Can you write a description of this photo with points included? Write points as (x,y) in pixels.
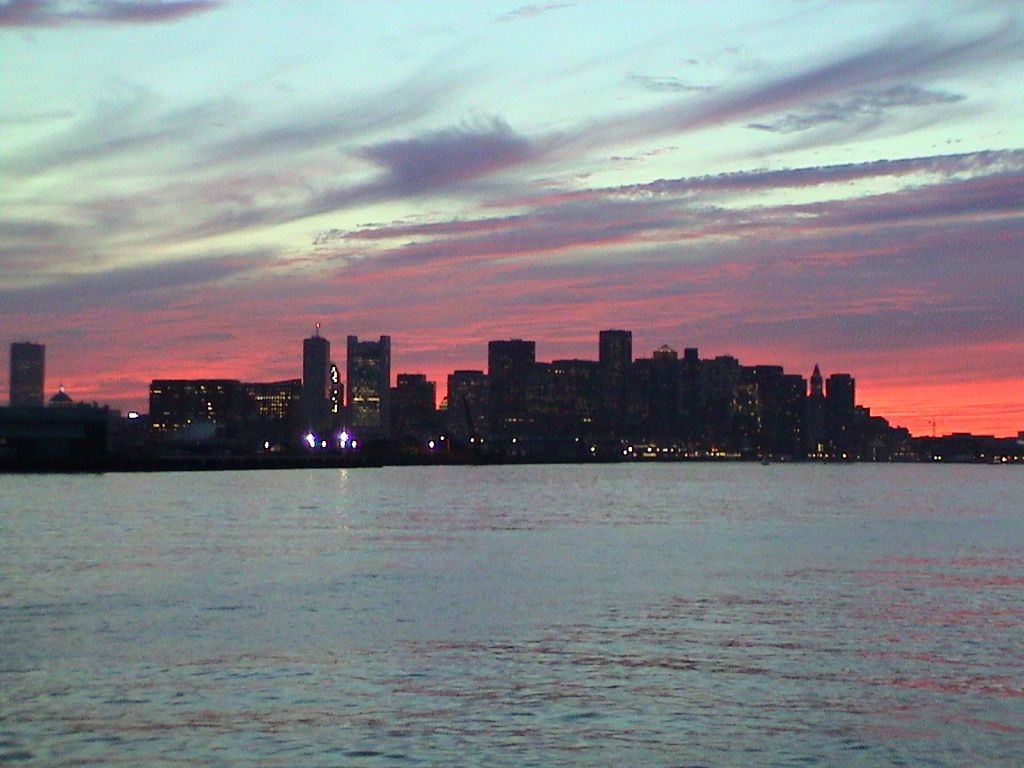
In this image I can see there is a water (440,595) and buildings (341,410). And there are lights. And at the top (500,140) there is a sky (412,294).
